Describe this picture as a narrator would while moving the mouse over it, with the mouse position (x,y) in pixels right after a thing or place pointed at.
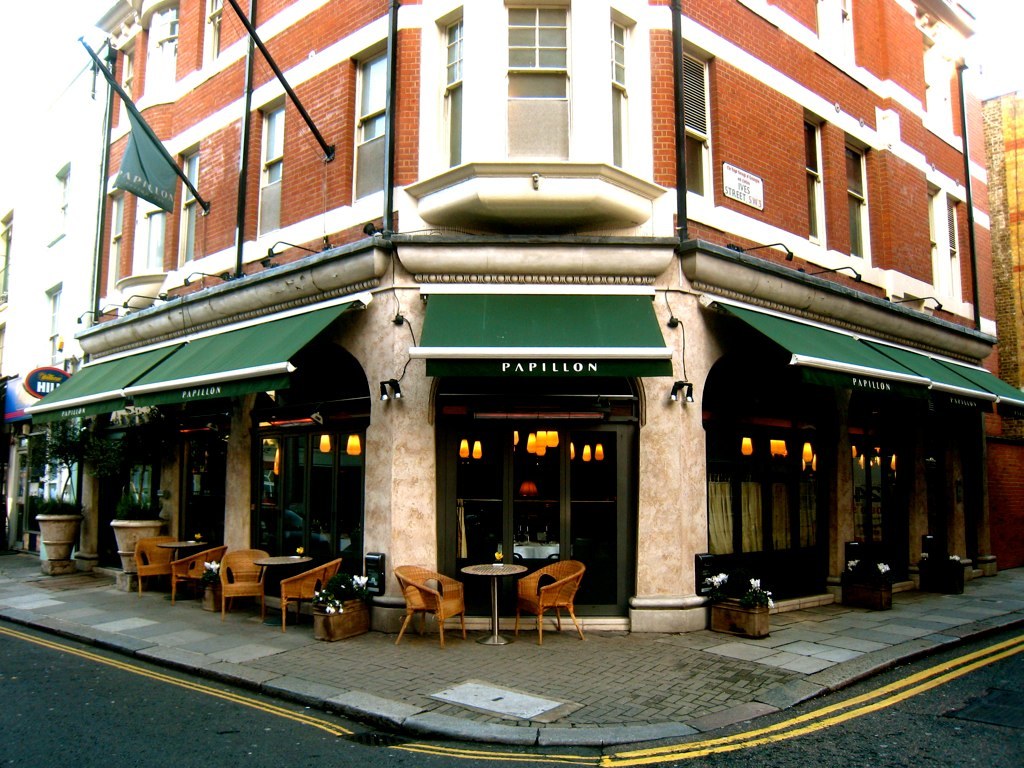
In the image we can see there is a building (466,288) which is made up of red bricks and in front of it on the footpath (393,679) there are chairs (553,585) and tables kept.
